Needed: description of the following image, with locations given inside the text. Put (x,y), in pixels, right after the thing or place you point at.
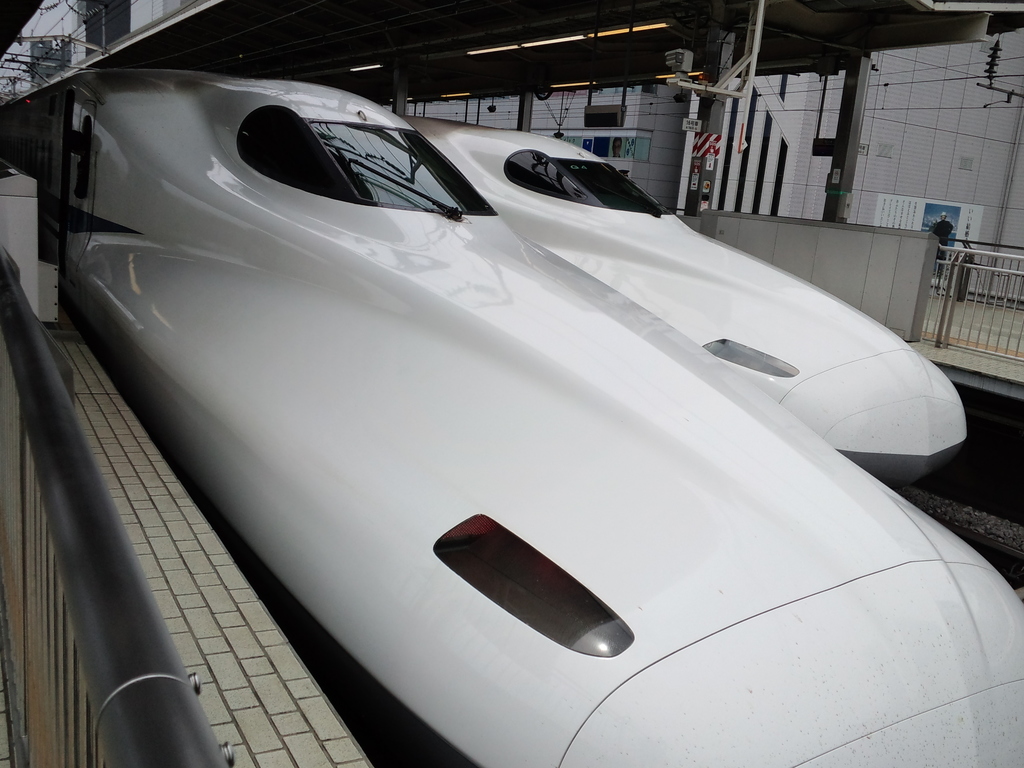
In this image, I can see two bullet trains (635,447). On the left side of the image (145,634), I can see an iron pole (126,617) and a wall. On the right side of the image (892,316), there is a building (964,112), platform (999,386), barricade (958,295), poles (830,214) and lights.
